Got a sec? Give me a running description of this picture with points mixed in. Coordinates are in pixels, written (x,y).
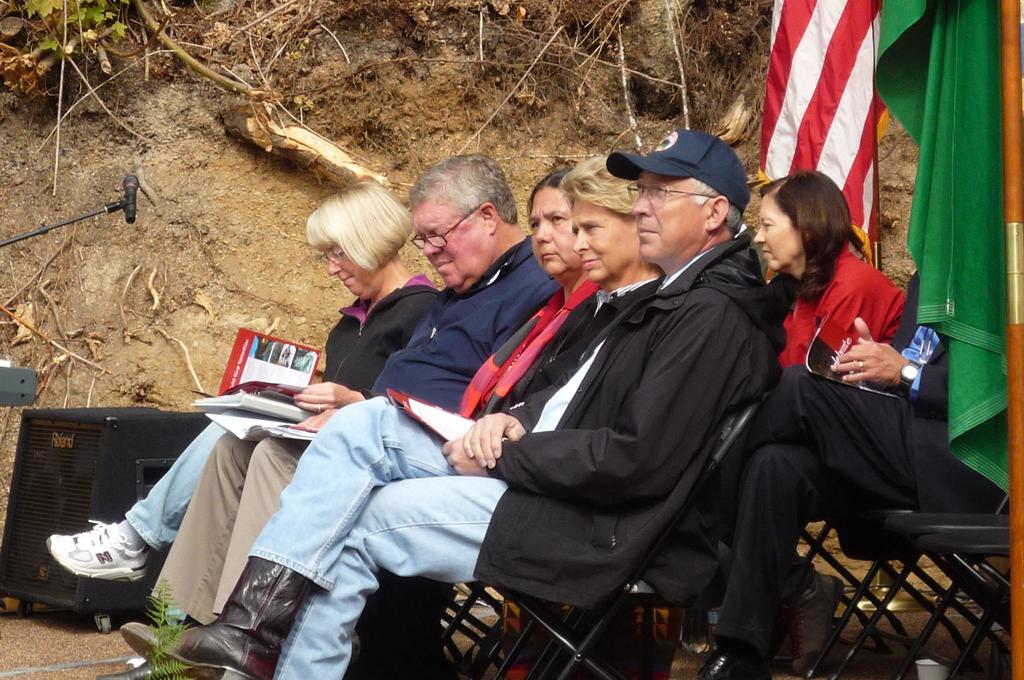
In this image we can see a group of people (826,453) sitting on chairs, some people (416,380) are holding books (239,335) in their hands (904,362). On the left side of the image (117,203) we can see microphone (128,191) on a stand (59,228), a device (21,383) and a speaker (112,437) placed on the ground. On the right side of the image (1018,218) we can see some flags (943,140) and a pole (1021,112). At the bottom of the image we can see a cup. At the top of the image (141,61) we can see some plants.
